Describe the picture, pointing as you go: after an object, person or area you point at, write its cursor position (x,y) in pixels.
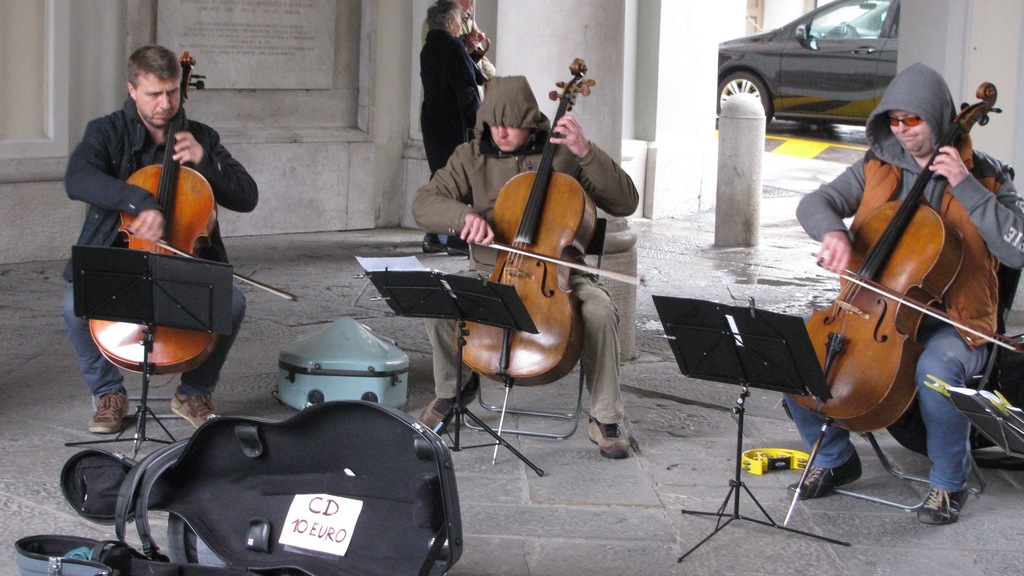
There are three persons (144,154) sitting and playing cello instrument (541,265). This is a musical note stand (449,281). these are the instrument bags (282,530) placed on the floor (489,552). At the background (446,119) I can see two persons (467,64) standing and a car (757,74) is parked.
